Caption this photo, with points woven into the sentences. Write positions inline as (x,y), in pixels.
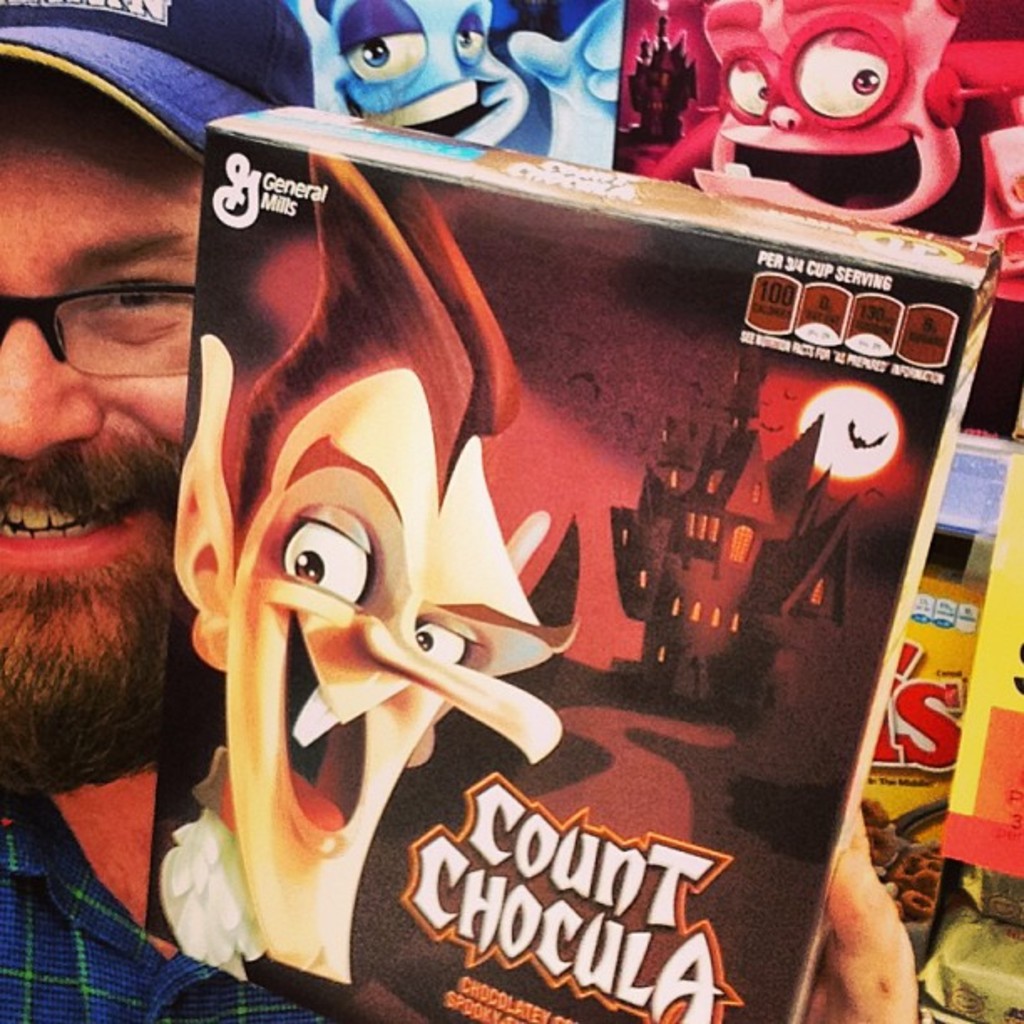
In the picture I can see a person (122,592) wearing cap (124,93) and having beard (138,655) is holding an object (469,637) in his hand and there are few other objects (706,100) behind him.
